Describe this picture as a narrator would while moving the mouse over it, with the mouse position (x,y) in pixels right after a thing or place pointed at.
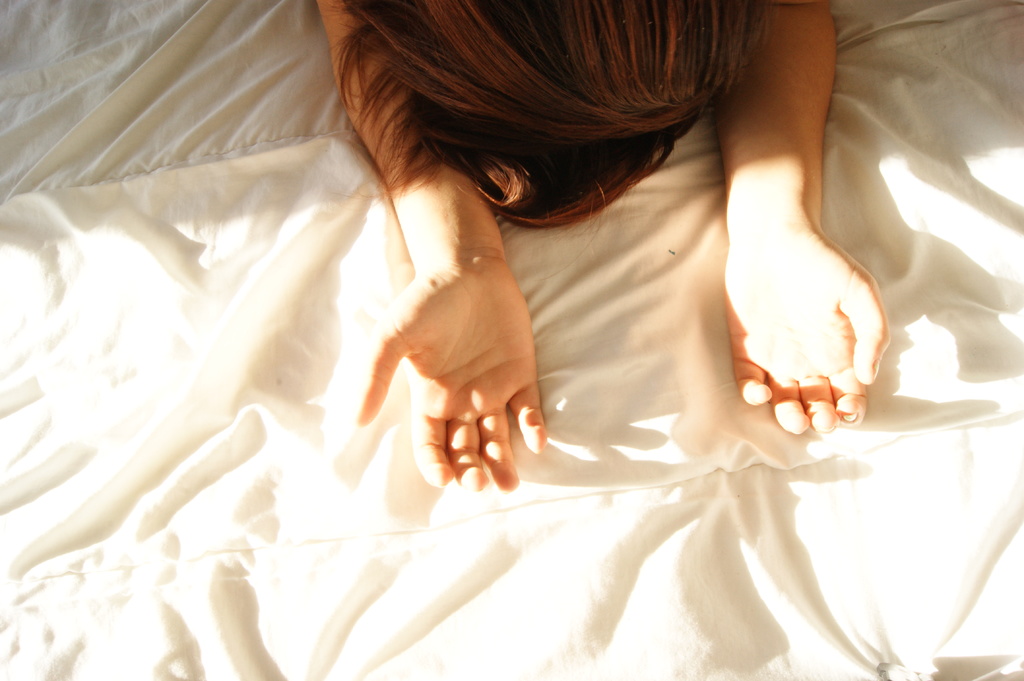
At the top (370,49) we can see a person's head (511,130) and hands (464,258). In this picture we can see a white color cloth (716,479).
